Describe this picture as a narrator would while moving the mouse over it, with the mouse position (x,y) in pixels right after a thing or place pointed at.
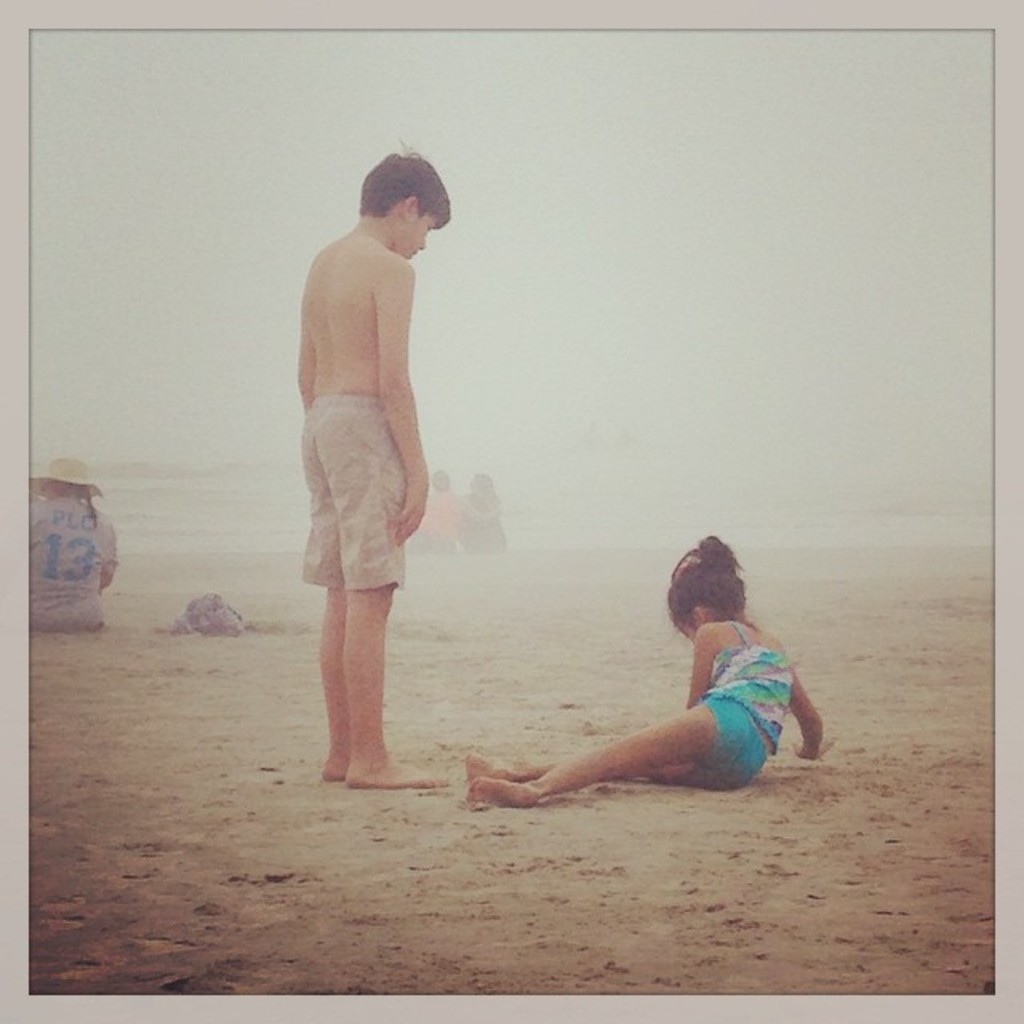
Here we can see two children (388,763) on the sand (501,848). There is a white background (199,378).
